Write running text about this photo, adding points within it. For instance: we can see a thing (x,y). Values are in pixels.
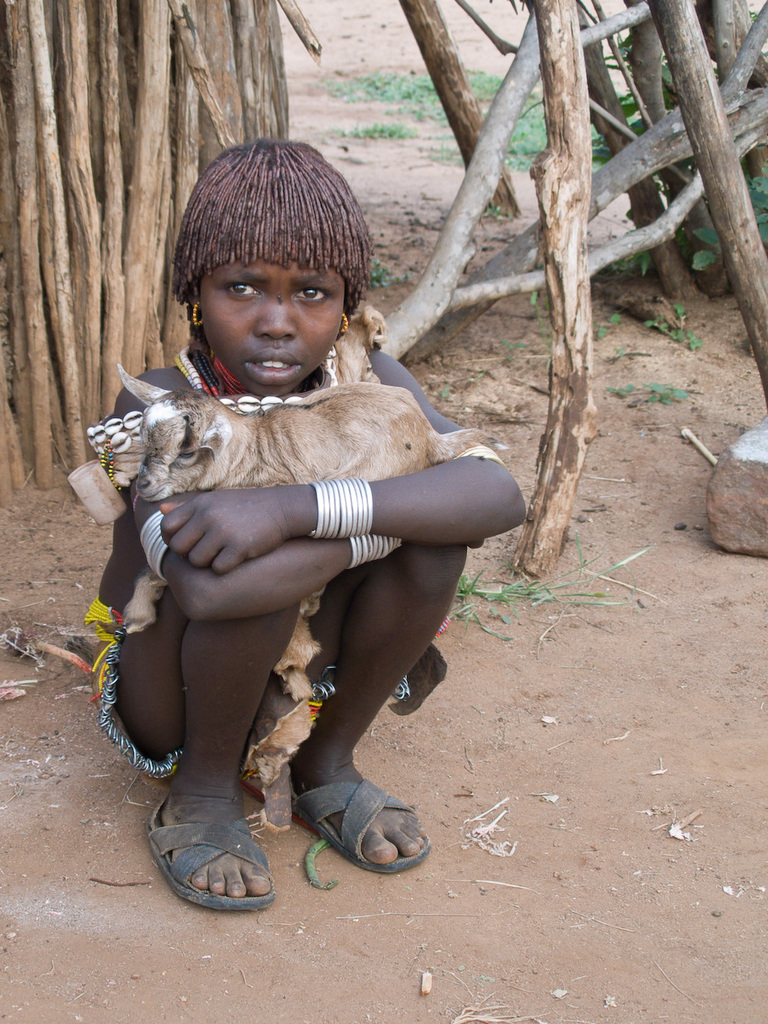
This image consists of sticks (36,105) at the top (81,90). In the middle (443,445) there is a child (203,671) sitting holding an animal (265,441) in the hands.
